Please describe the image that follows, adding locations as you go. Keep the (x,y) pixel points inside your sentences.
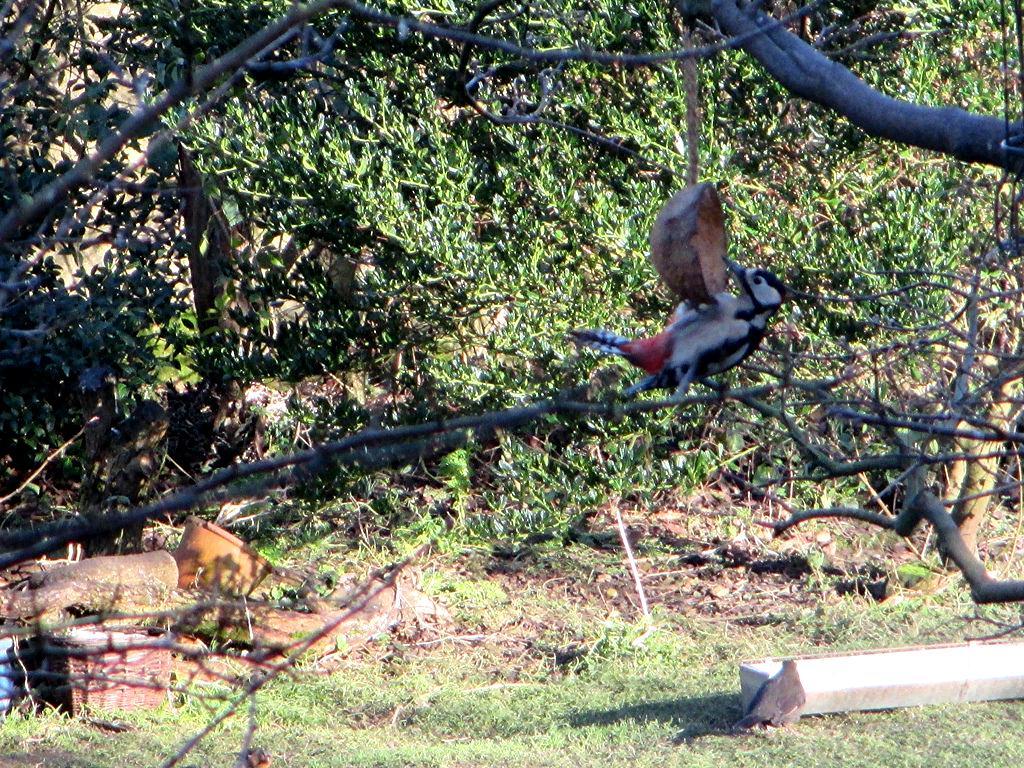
In this picture we can see birds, basket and some objects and in the background (414,411) we can see trees (414,411).
